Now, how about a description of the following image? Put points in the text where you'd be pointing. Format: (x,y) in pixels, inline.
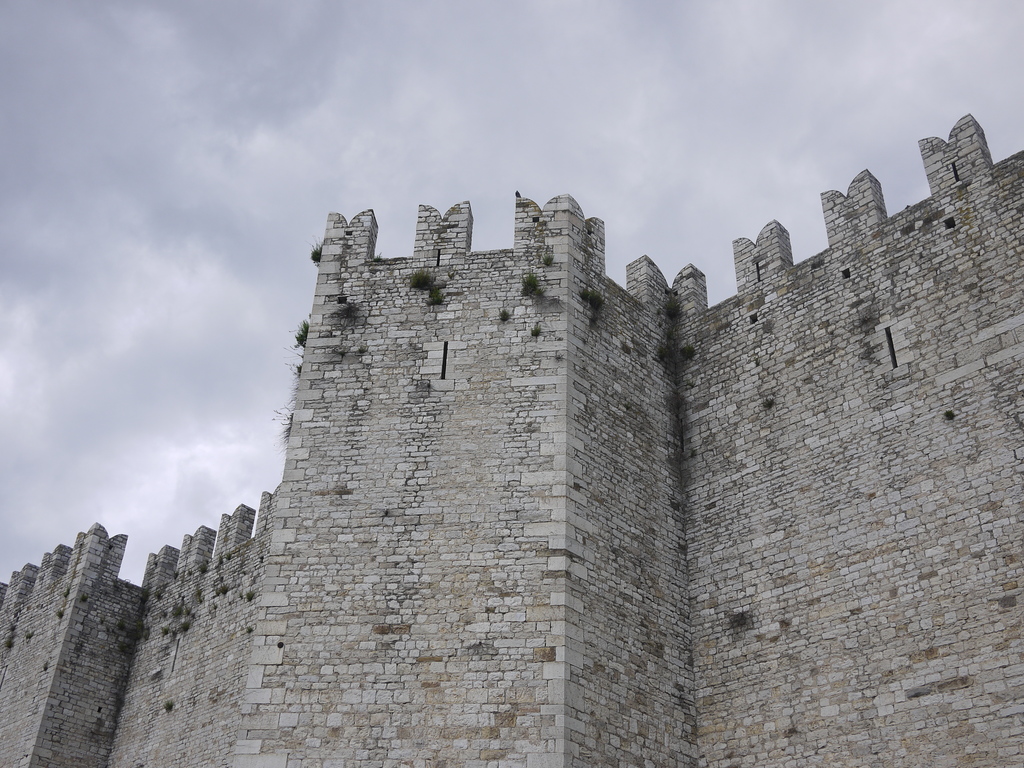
In this picture we can see plants (423,286) on the walls (605,593) and in the background (810,50) we can see the sky (409,151).
